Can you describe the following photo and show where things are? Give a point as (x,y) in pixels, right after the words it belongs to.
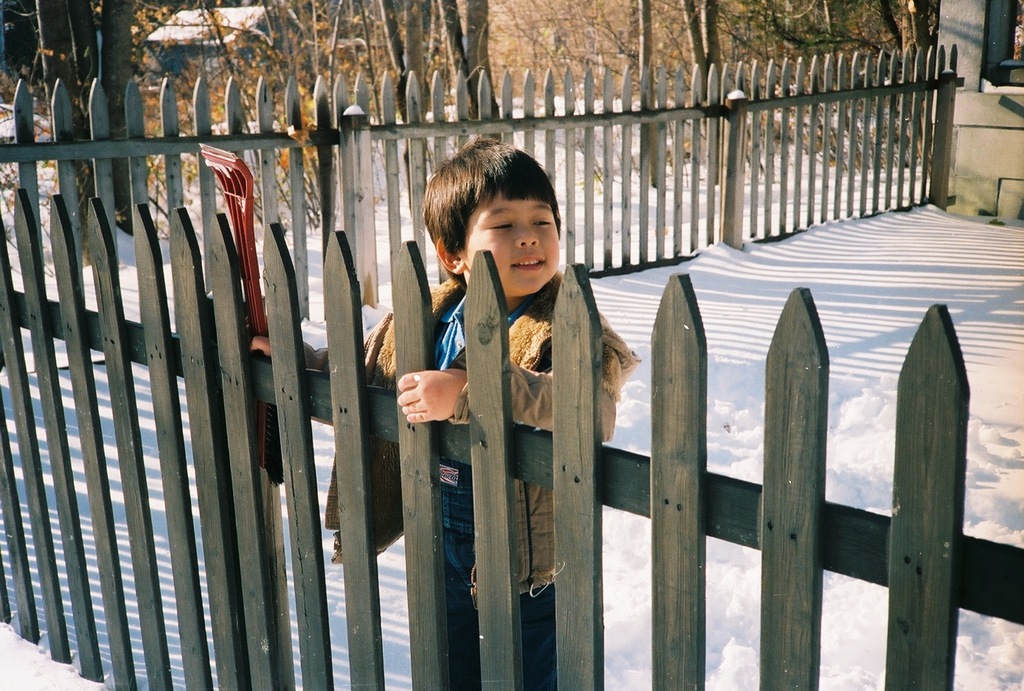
In this image we can see a child (529,402) wearing a sweater (636,359) is standing near the wooden fence (204,450). In the background (969,255), we road (973,441) covered with snow (752,257), wooden houses (1023,74) and the trees (41,101).
